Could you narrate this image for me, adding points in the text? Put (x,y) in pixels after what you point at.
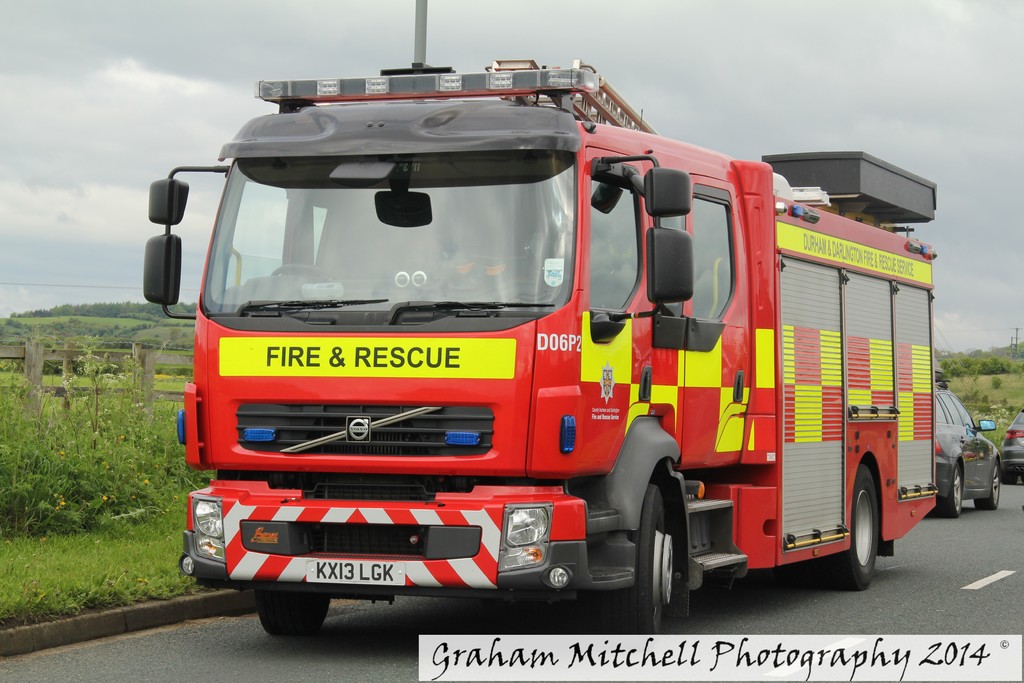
In this image I can see a road (922,617) in the front (895,626) and on it I can see two cars (962,489) and a red colour fire truck (410,255). In the background (53,533) I can see grass ground (986,389), bushes (966,358), clouds (33,256) and the sky (90,236). On the left side of this image (166,350) I can see wooden railing (134,364) and on the bottom right side (967,661) I can see a watermark (435,638).
